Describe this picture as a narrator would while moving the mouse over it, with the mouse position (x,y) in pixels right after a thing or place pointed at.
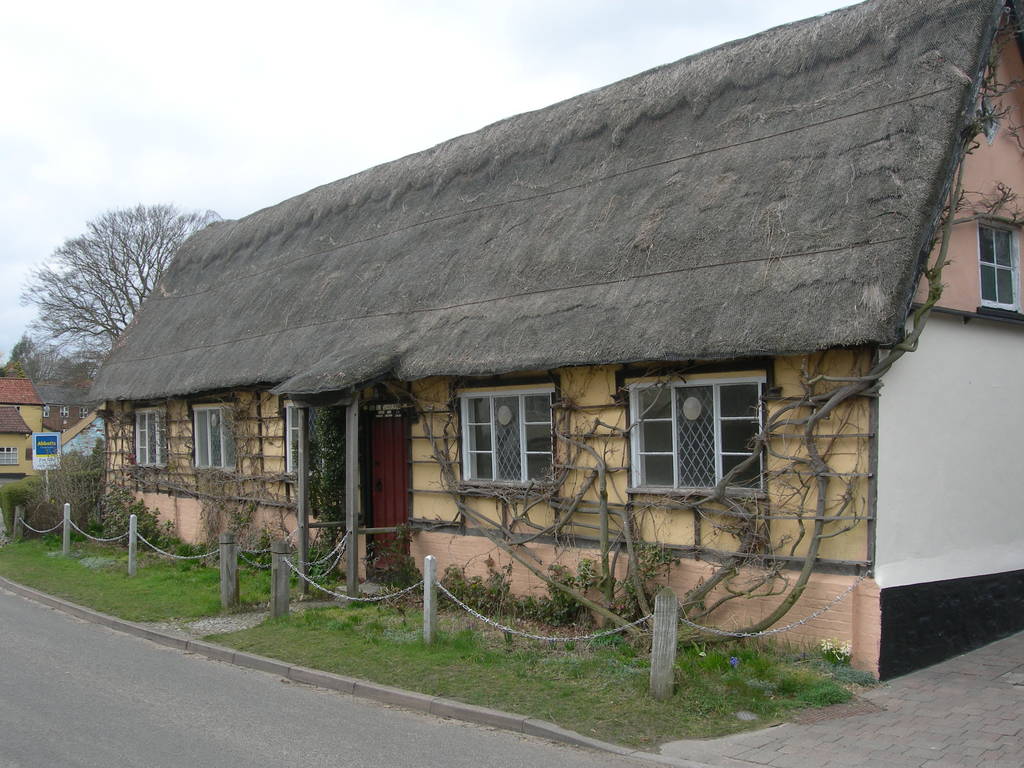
In this image we can see few houses (169,413). There are many trees (126,291) and plants (612,597) in the image. There is a sky (356,146) and a road (259,705) in the image. There is a grassy land (586,663) in the image.
